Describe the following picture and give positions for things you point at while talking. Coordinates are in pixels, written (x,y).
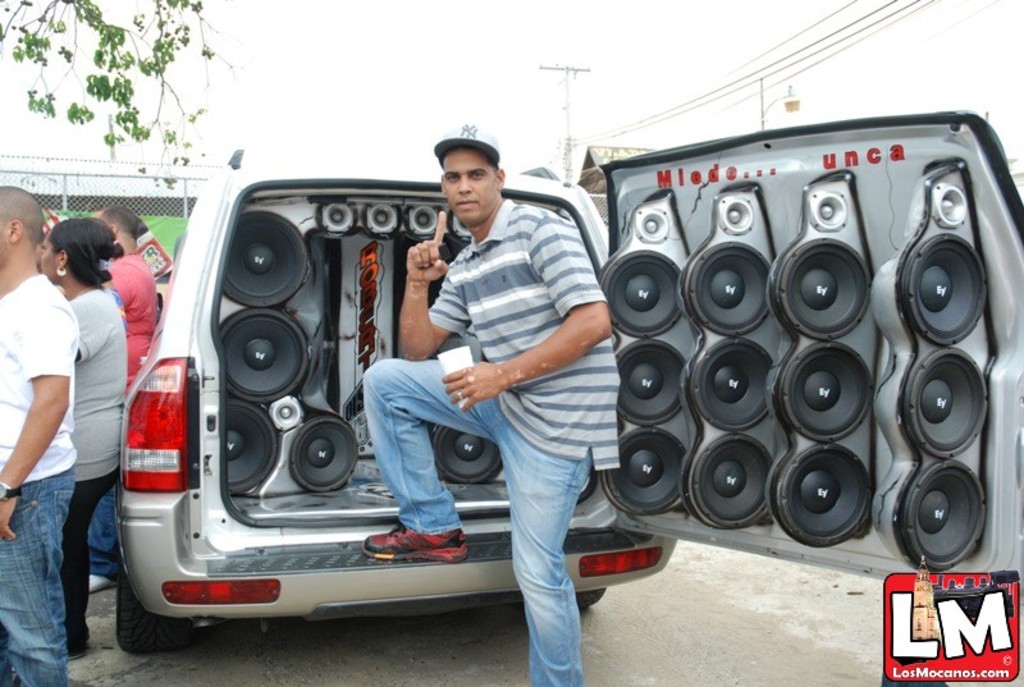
In the background (196,180) we can see the mesh (151,188), poles (558,67), transmission wires (869,26) and objects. In this picture we can see a vehicle (311,561) and objects (246,269). We can see a man (593,379) is holding a glass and giving a pose. On the left side of the picture (42,397) we can see the people (3,407). In the top left corner of the picture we can see green leaves (38,108) and few branches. In the bottom right corner of the picture (935,678) we can see watermark (935,678).
